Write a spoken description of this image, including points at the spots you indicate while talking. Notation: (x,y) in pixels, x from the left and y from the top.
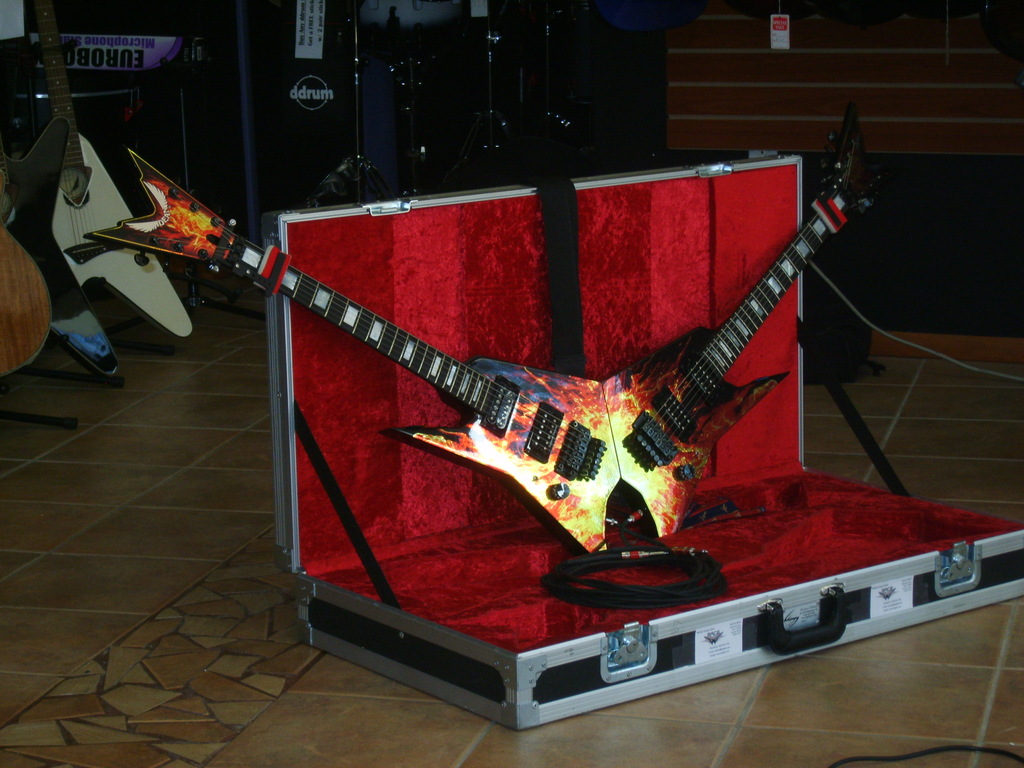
In the image there are different kinds of musical instruments (687,404). In middle (669,258) there is a red color box (646,254) inside the red color box (602,293) we can see two guitars (671,414) and a wire (647,554) which is placed on floor (113,597). In background (63,94) we can see another guitar (52,79) and some other musical instruments (311,85). On right side (757,64) we can see a wall (772,69).
